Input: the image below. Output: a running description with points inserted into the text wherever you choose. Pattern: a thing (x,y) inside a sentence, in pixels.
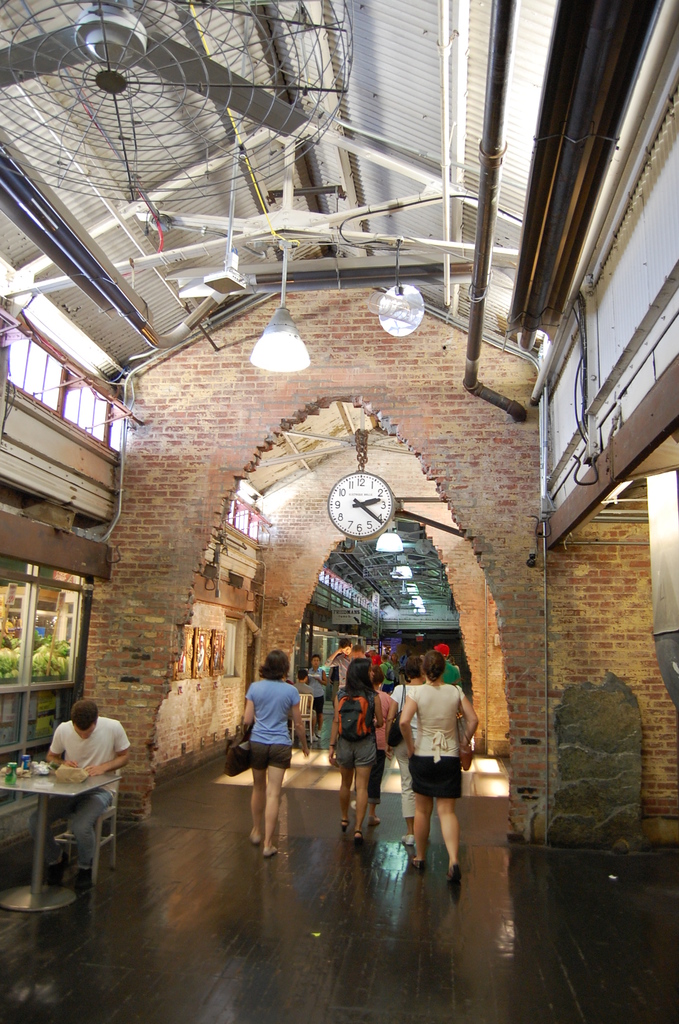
This is inside view picture. At the top (394,143) we can see a shed (425,126), roof (415,195). This is a light (272,358). This is a fan (178,112). this is a wall (354,388) with bricks (438,396). Here we can see a group of people (384,729) walking on the floor (269,912). At the left side of the picture (75,825) we can see one man (123,739) sitting. On the table (54,777) there are few items (63,777). We can also see window (42,639) here. These are the lights (396,551). This is a clock (340,527).
